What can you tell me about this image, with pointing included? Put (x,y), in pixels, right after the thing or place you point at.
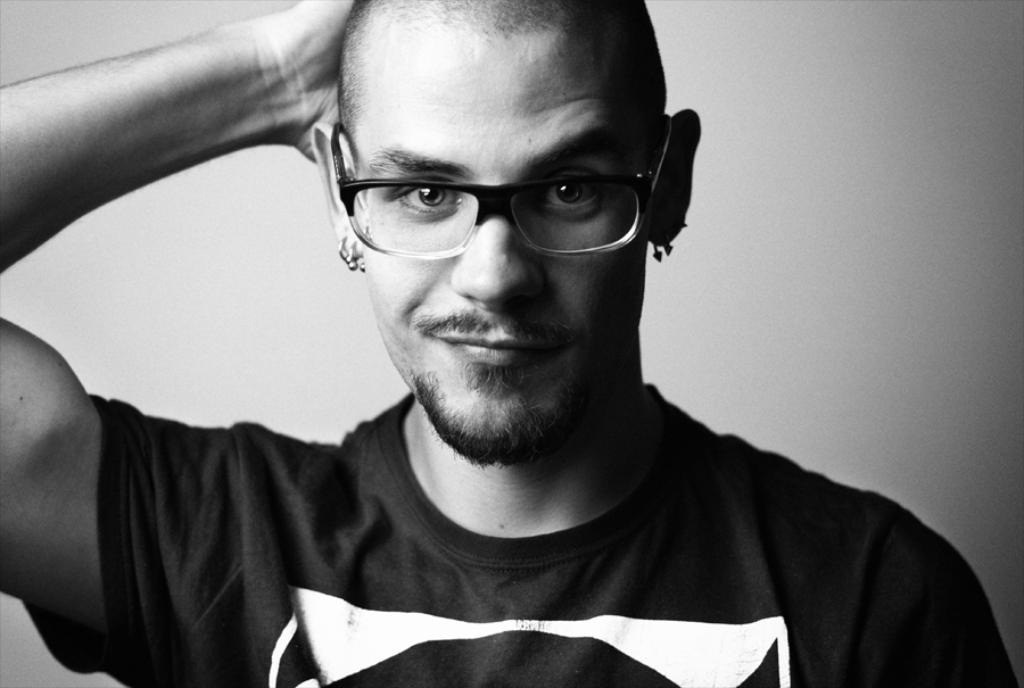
In this picture there is a man (527,332) with t-shirt (422,508) and spectacles (577,232) and he is wearing earrings (350,258).
